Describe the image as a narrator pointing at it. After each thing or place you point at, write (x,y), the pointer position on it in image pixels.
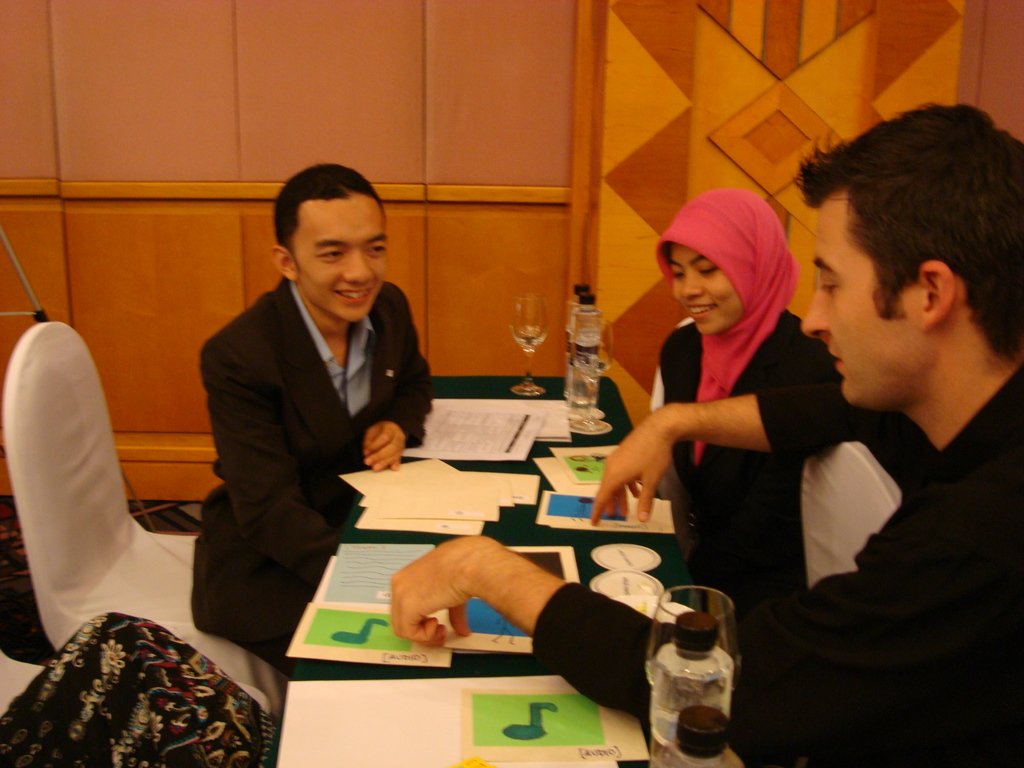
In this picture we can see three people (736,412) are seated on the chair (19,506) and we can find some papers (576,501), bottles (678,728), glasses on the table (435,542).
